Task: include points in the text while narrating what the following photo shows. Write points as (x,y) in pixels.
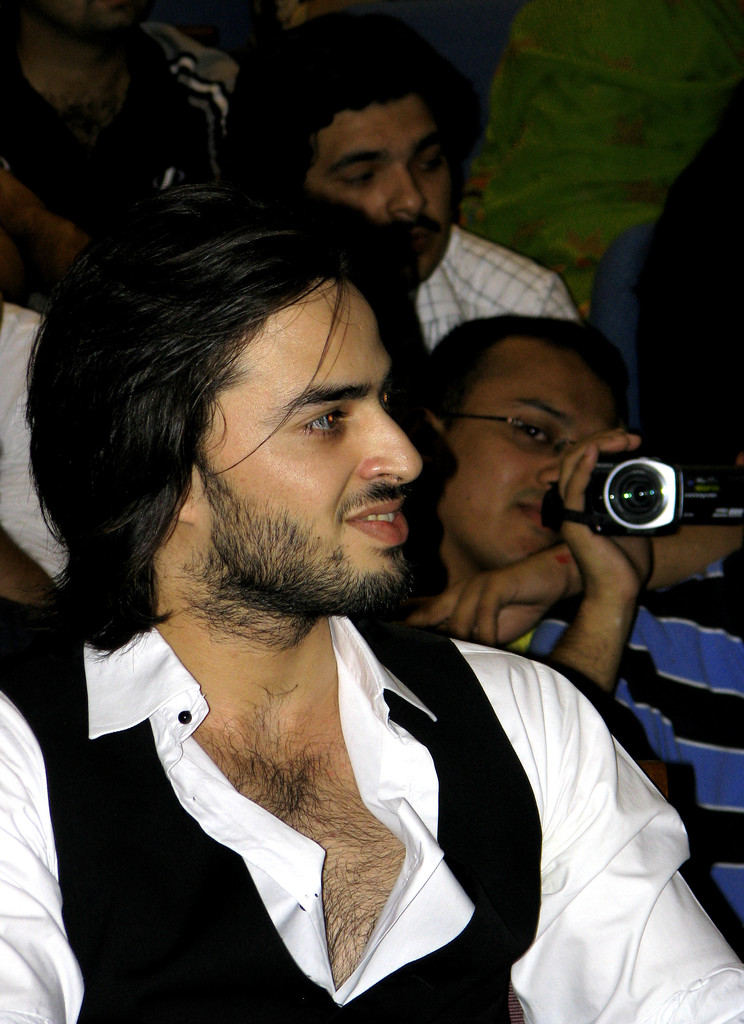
This picture describes about group of people (425,327) in this image one man (621,656) is capturing with his camera (643,504).
